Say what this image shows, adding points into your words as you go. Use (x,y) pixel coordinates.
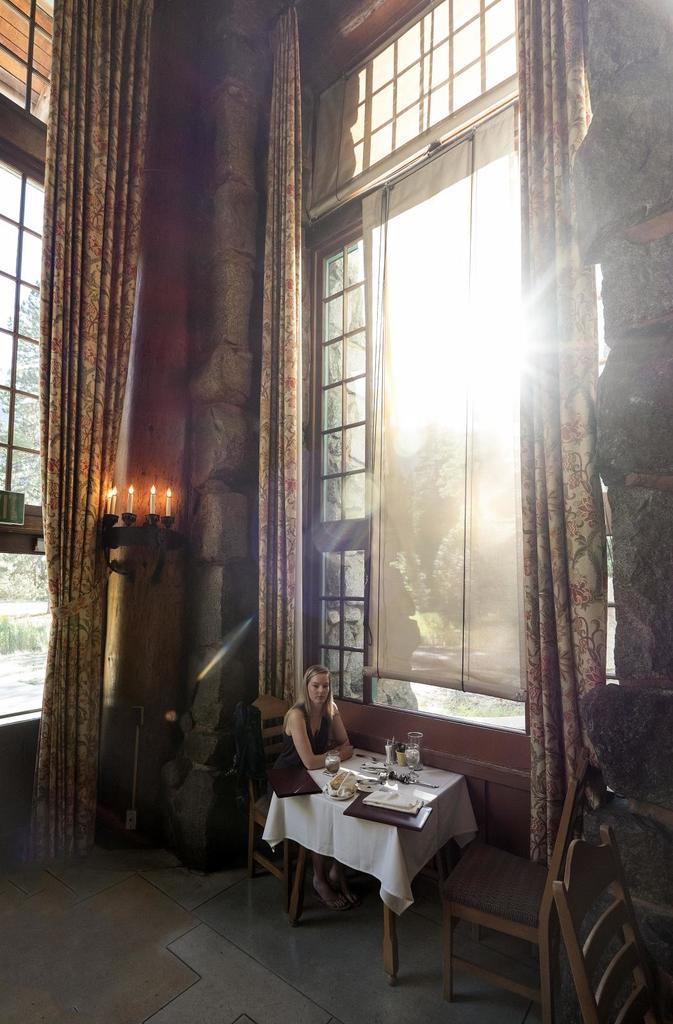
In this image we can see a lady (323,751) sitting and there is a table (406,845). We can see glasses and some objects (392,790) placed on the table (404,830). There are chairs (260,826) and we can see candles (129,507) placed on the holder (134,514). There are curtains (80,509) and we can see windows (360,332).
